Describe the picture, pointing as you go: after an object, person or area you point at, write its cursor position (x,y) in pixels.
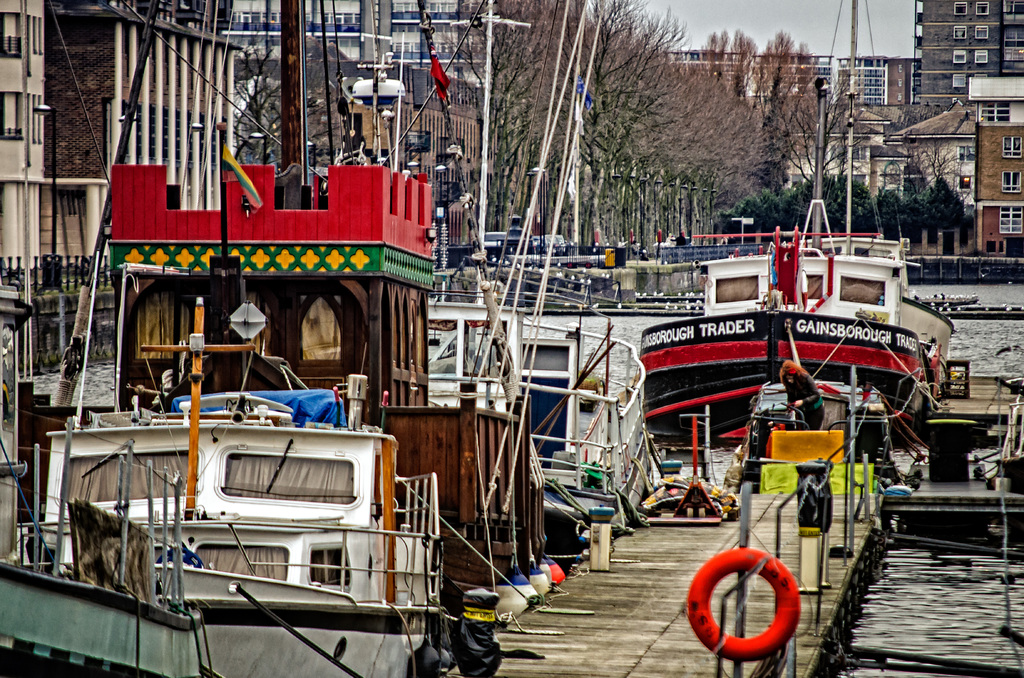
In this picture I can observe boats (443,395) and ships (508,412). It is looking like a shipyard (618,538). In the background (500,108) I can observe trees (505,123), buildings (942,104) and sky (757,25).
